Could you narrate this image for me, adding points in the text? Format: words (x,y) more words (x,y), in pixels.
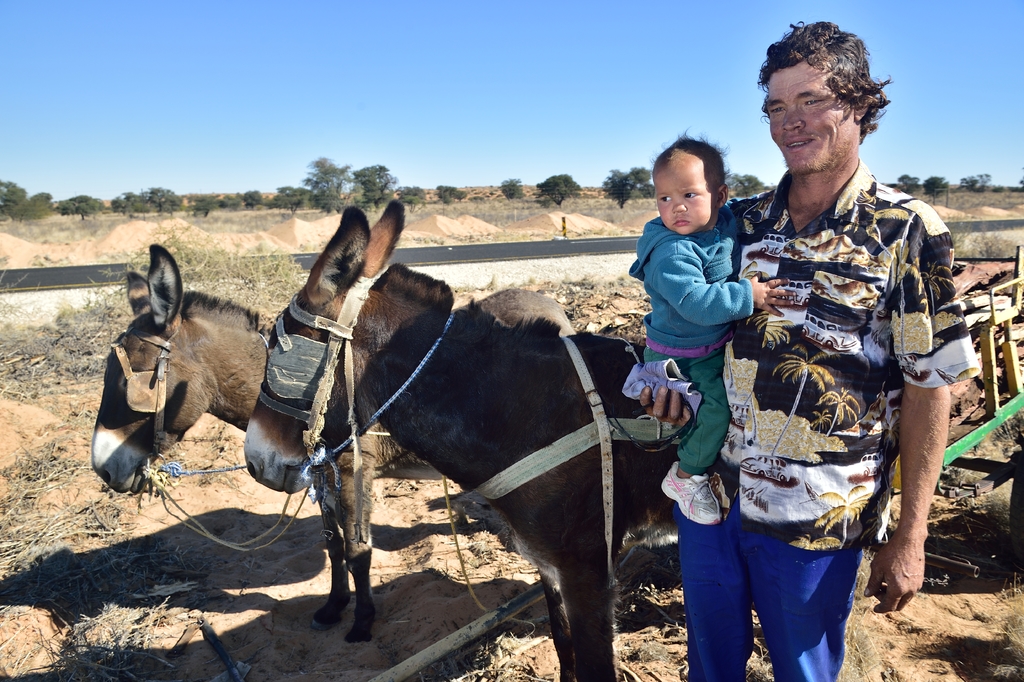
In this picture there is a person (858,414) standing and holding a kid (706,365) in his hand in the right corner (738,385) and there are two donkeys (460,331) beside him and there are trees (158,196) in the background (384,194).
